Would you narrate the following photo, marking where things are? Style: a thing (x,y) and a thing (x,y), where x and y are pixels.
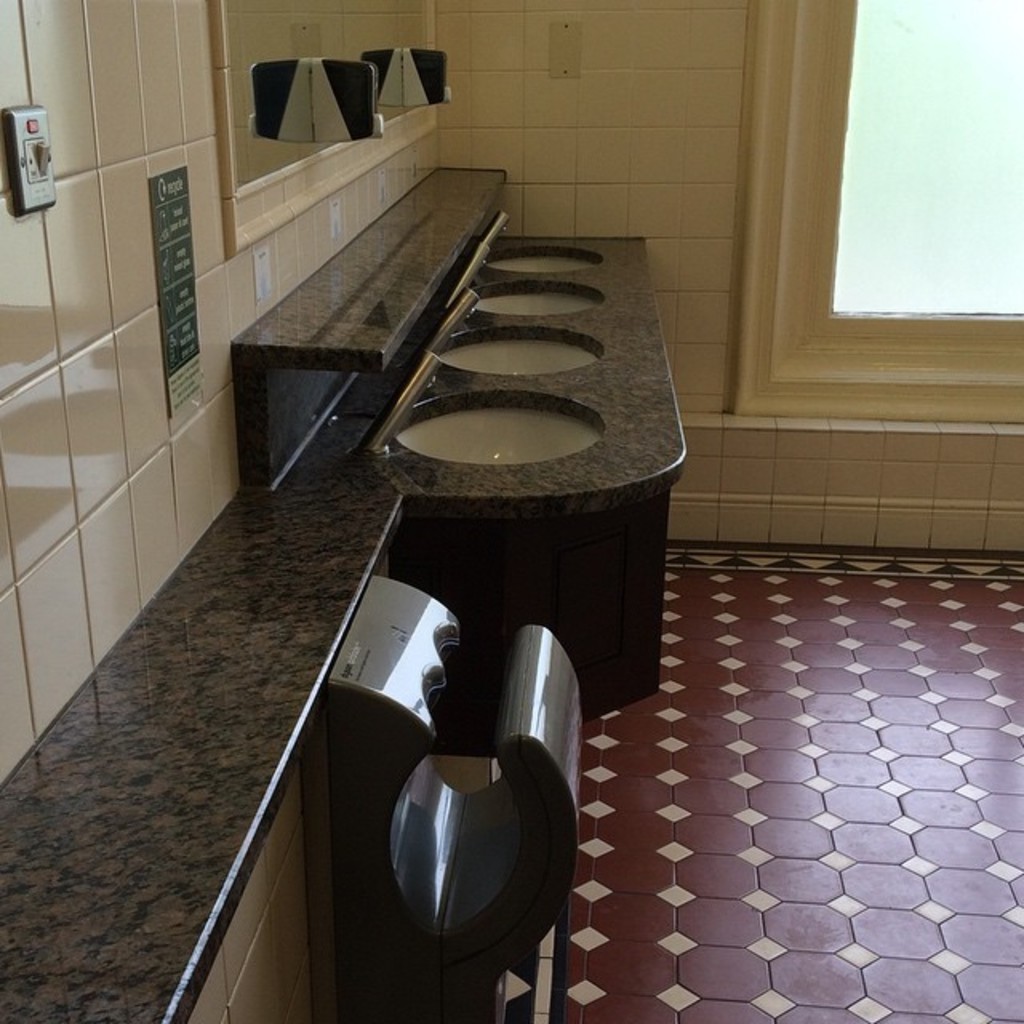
On the left side (109,559) there is a wall (60,458) with a switch (41,181). On the wall (204,334) there is a notice (176,239). Near to that there are wash basins (506,445) with taps (394,414). Also there is mirror (283,60) and a hand dryer (390,768). In the back (779,236) there is a window (853,235).
